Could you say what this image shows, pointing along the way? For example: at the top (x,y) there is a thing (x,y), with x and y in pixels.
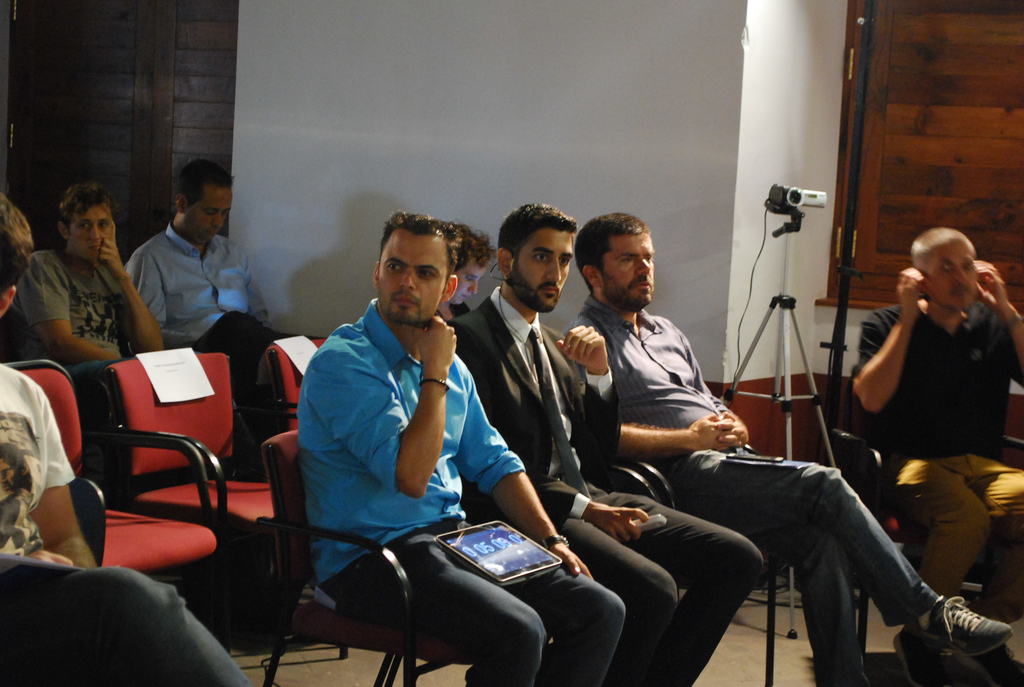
In this image i can see group of people (491,434) sitting on chair (198,421), i can see a tablet (522,545) in a lap (538,590) of a person (462,561). In the background (540,135) i can see a wall (517,124) and a camera (803,206).
